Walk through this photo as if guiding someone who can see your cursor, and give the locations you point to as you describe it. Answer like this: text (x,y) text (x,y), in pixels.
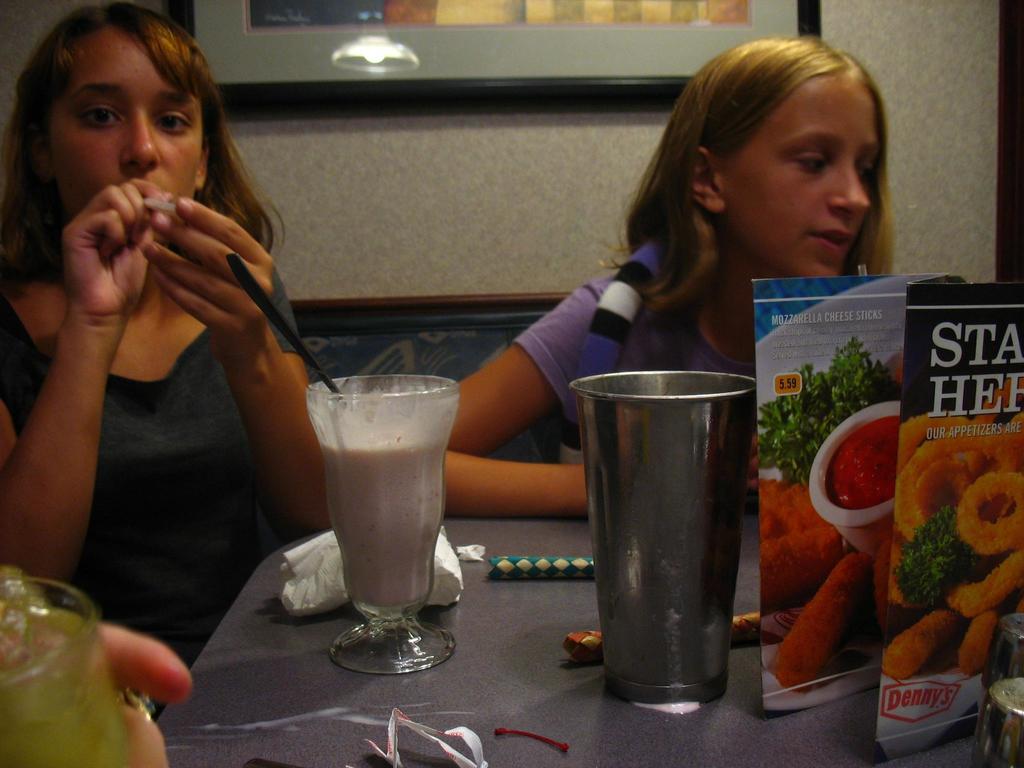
In this image we can see two girls (174,269) sitting on sofa (350,344). In front of them there is a table (461,678). On the table (514,552) there are glasses (643,579), tissue (317,590), papers (850,517) and few other items (789,536). In the back (405,210) there is a wall (312,128) with photo frame (366,61). And one girl (160,231) is holding something in the hand (116,229).
